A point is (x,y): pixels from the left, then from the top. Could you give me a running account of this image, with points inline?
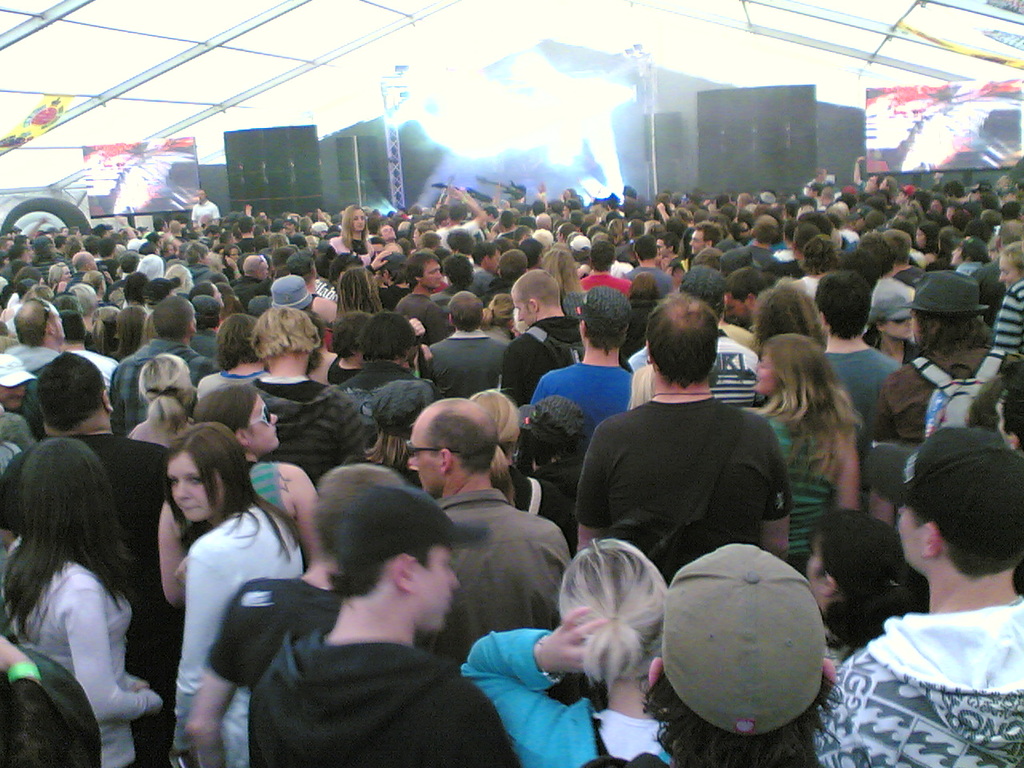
In this picture, we see many people (432,516) are standing. In the background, we see men (452,217) are holding the musical instruments (511,195) in their hands (447,192). Behind them, we see speaker boxes (353,165) and poles (388,162). On either side of the picture, we see screens (149,195). At the top (270,70), we see the roof (217,8). This picture might be clicked in the musical concert.
